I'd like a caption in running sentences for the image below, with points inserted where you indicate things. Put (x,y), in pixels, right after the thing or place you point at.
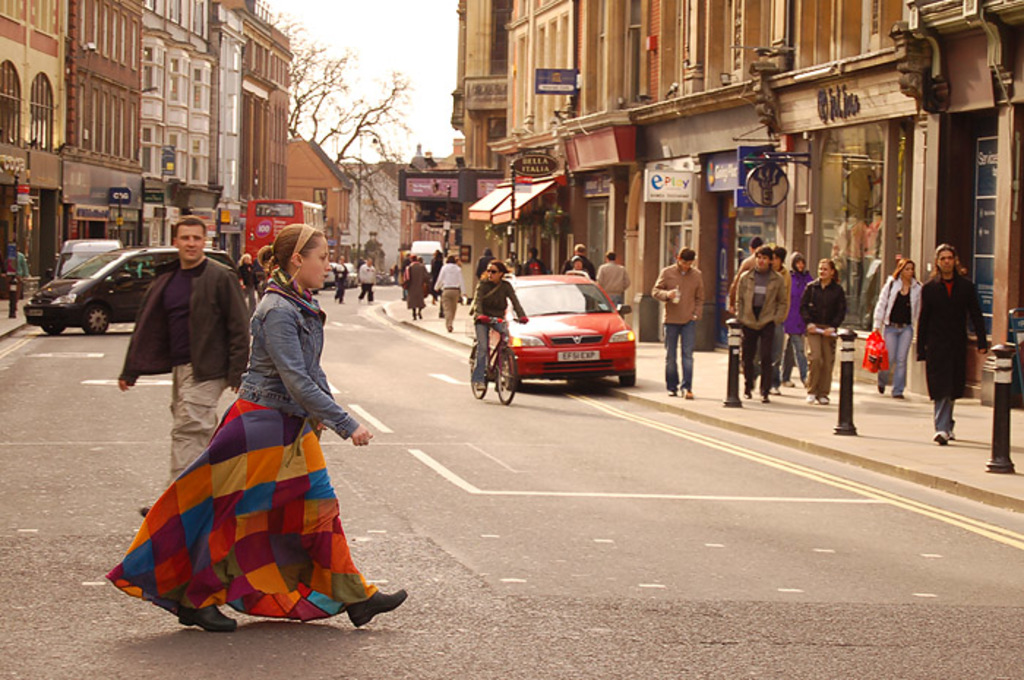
A woman (277,240) is crossing the road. There are some people (439,275) walking on the footpath (908,406). There are few cars (224,252) and a bus (260,230) in the background (265,221).
